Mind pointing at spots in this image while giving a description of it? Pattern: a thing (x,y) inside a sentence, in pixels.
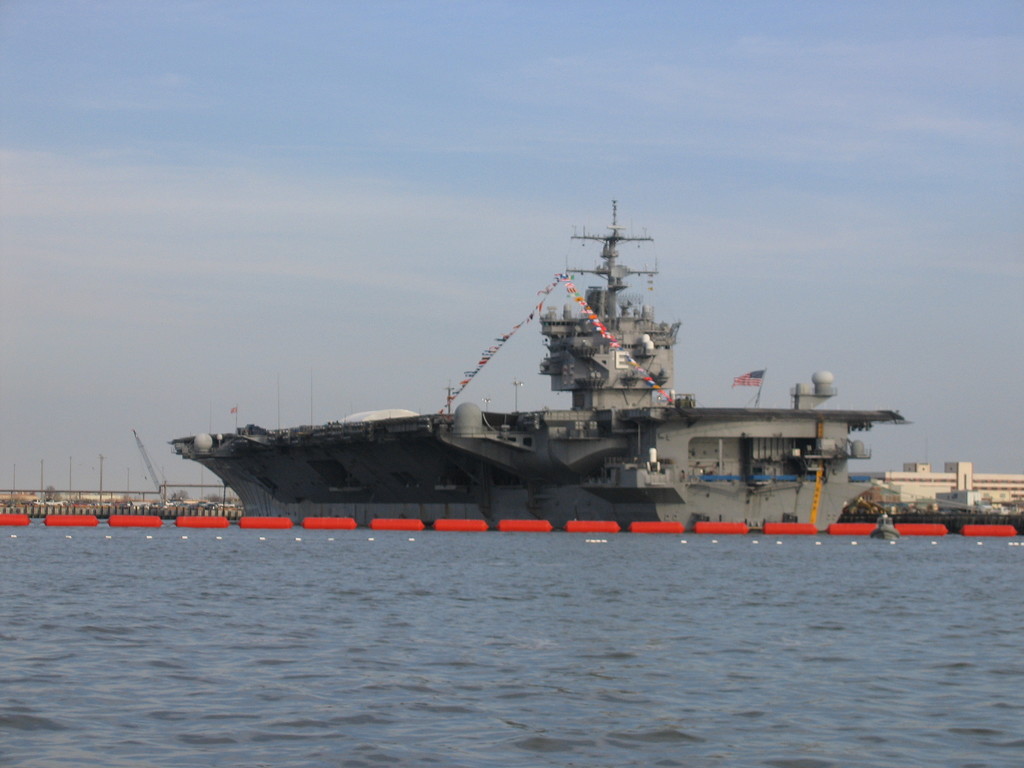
There is water (445,648). Also there is a ship (492,485) in the water (294,541). Near to that there is a red color rope like thing (571,526) in the water (875,547). In the back (891,490) there is building (892,473) and sky (762,189). On the ship (581,420) there is a flag (758,383).
